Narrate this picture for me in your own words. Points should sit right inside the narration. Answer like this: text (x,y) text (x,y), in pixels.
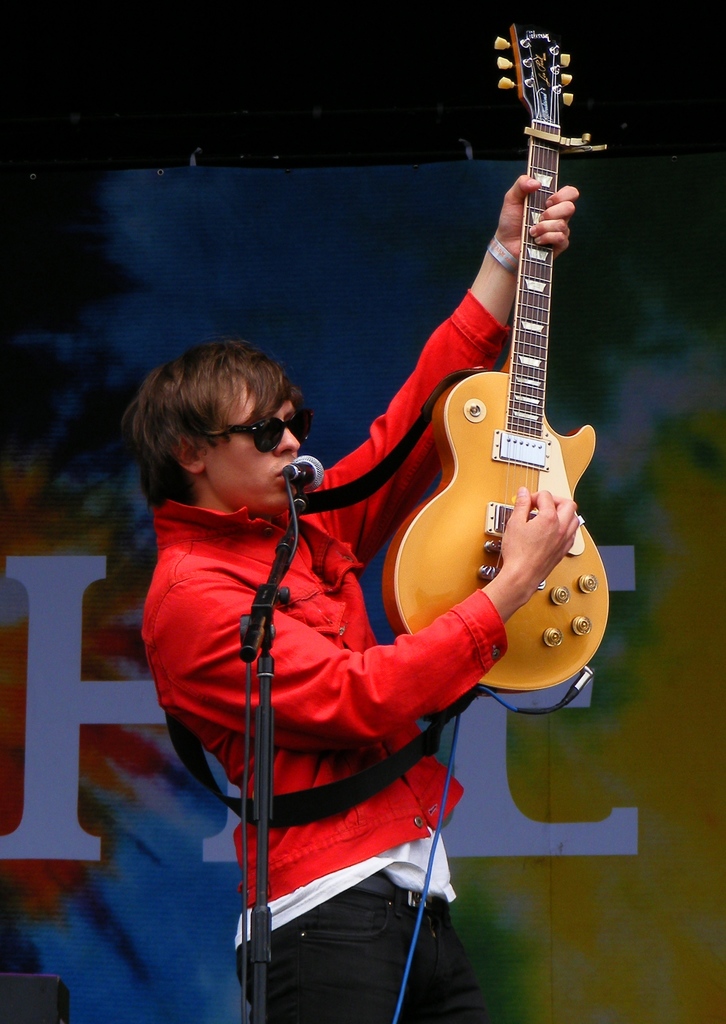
This image is taken outdoors. In the background (167,741) there is a banner (243,267) with a text (35,860) on it. In the middle of the image (266,635) there is a mic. A boy (285,782) is standing and he is holding a guitar (515,352) in his hands (516,202).
